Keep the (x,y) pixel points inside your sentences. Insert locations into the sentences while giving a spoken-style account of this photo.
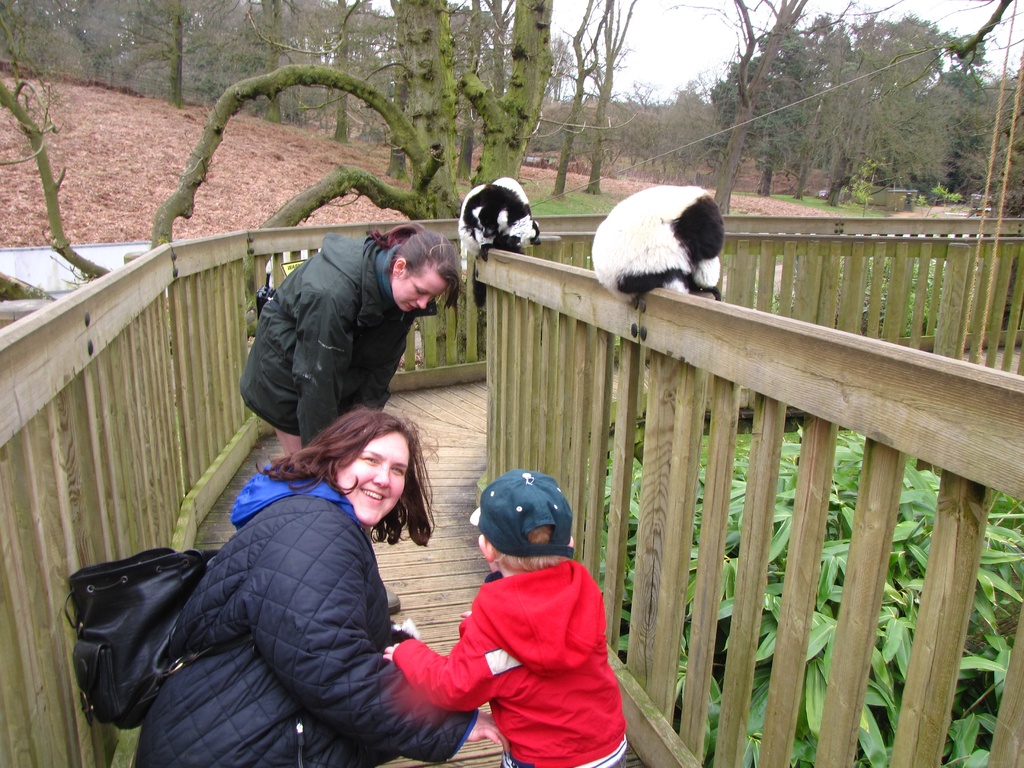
In this picture there is a wooden bridge (496,323) in the center (478,279). On the bridge (459,610), there is a woman (370,587) sitting on it and she is wearing a black jacket (258,601) and a black bag (121,606). She is holding a kid (619,686) and he is wearing a red jacket (541,596) and a cap (518,551). Before them there is a woman (399,270) wearing a black jacket (286,301). On the hand-grill (626,304) there are animals (642,289) which are in white and black in color. Towards the right (913,480) there are plants (840,526). On the top (546,86) there are trees (616,59) and sky (583,15).
